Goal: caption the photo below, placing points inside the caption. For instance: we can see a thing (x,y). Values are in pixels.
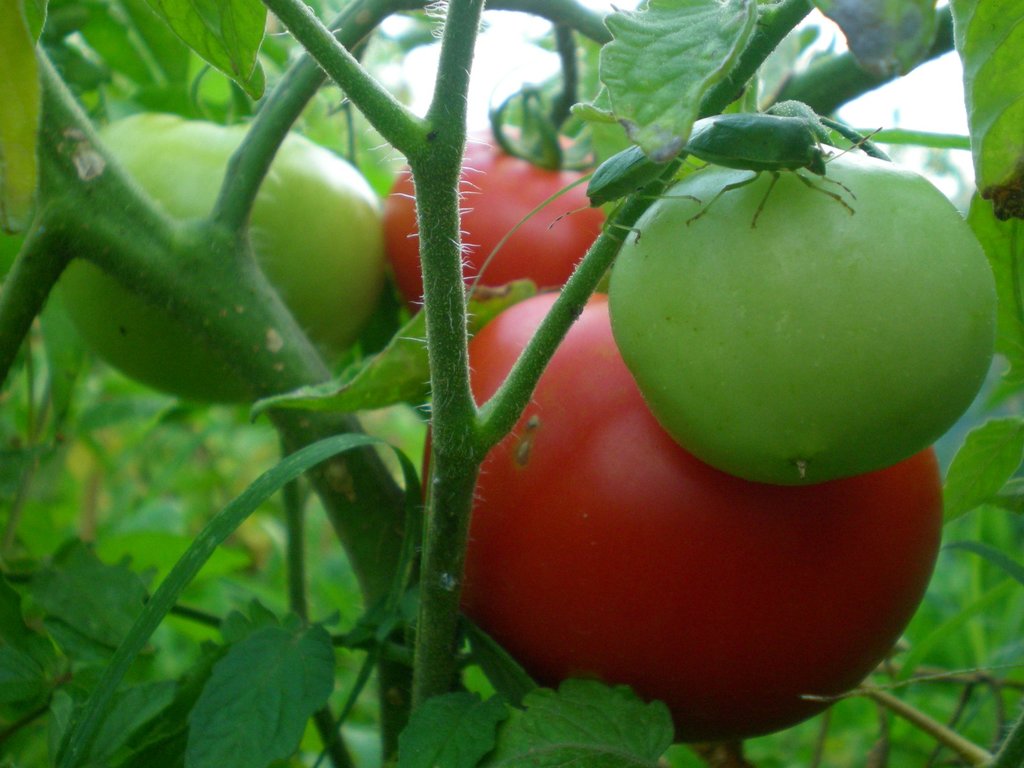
In this image we can see a plant (482,702) which consists of a few vegetables (478,161) and there are insects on it.
